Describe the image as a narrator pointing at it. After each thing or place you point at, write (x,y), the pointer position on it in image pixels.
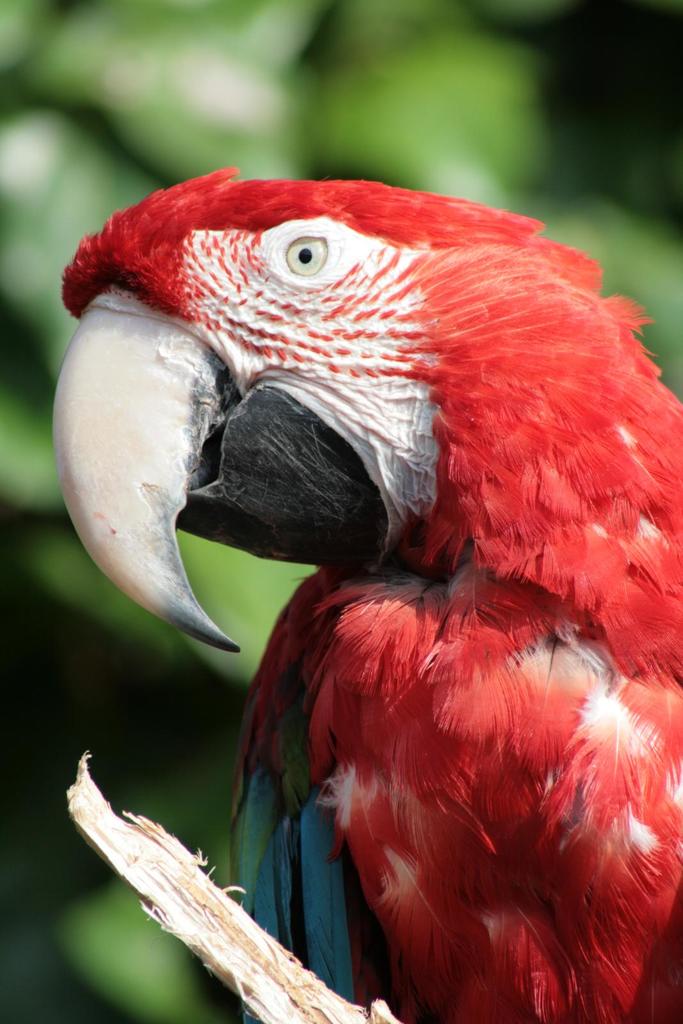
In this picture I can see there is parrot (442,508) and it is in red color and it has some blue and green feathers (320,943). There is a tree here and in the backdrop (11,234) I can see there are trees (408,156).
